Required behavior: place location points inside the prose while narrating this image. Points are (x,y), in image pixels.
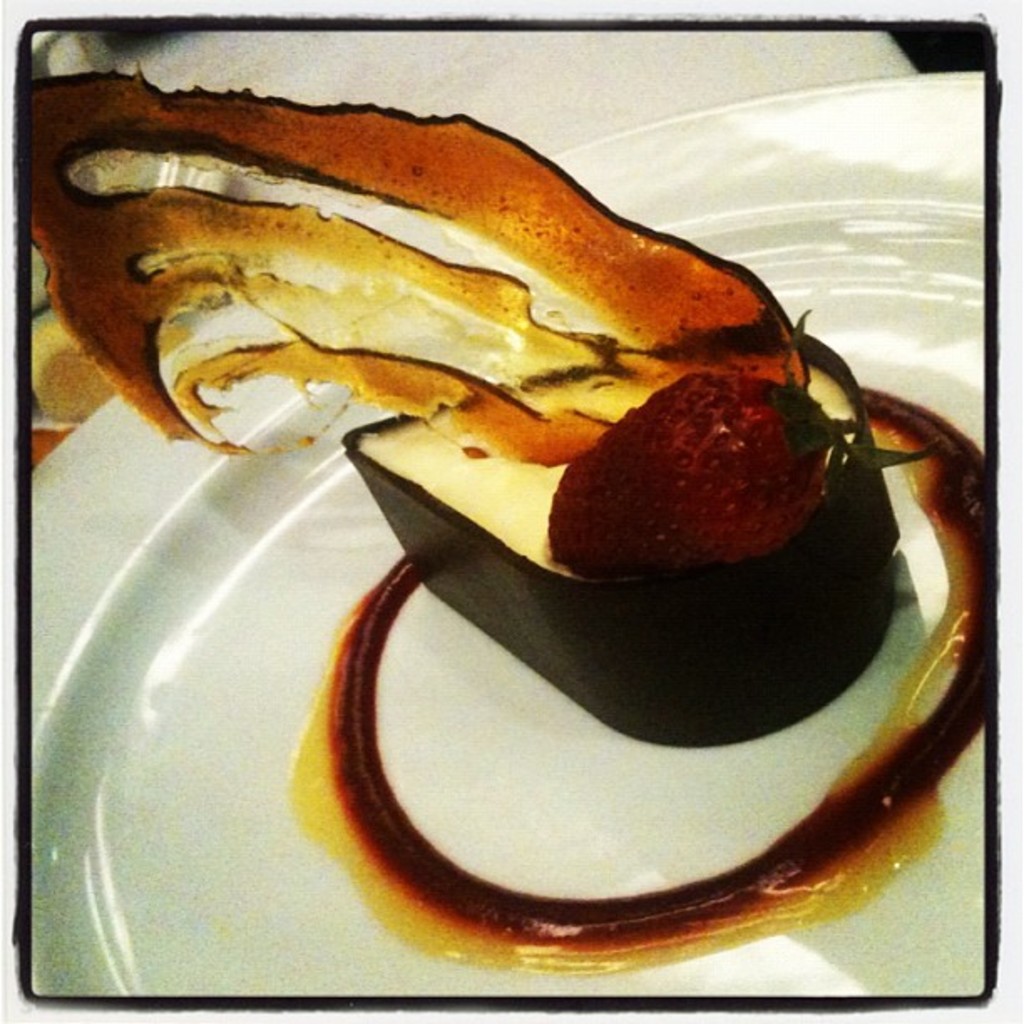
In this picture there is a plate (33,829) in the center of the image (477,455), which contains dessert (641,590) in it and there is a strawberry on it.
